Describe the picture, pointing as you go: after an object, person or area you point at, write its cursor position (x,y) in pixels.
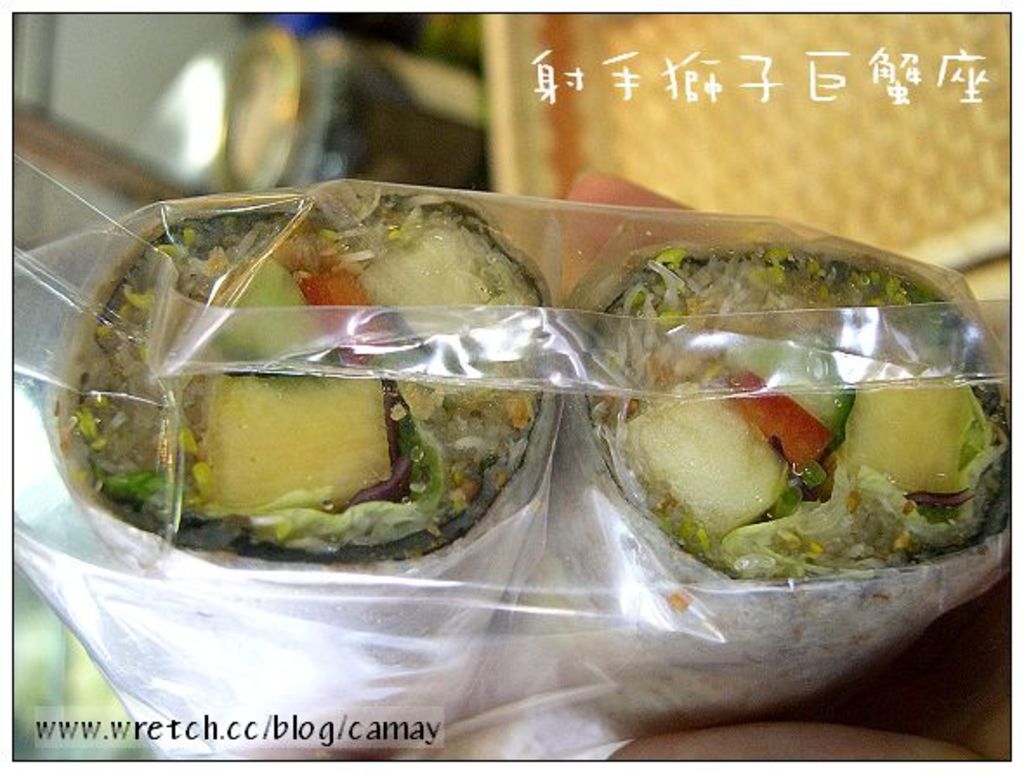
In this image we can see one person hand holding the food packet (373,379), some objects (477,122) in the background (467,93), some text (538,97) on the top right side of the image (729,55), some text (229,738) on the bottom left side of the image (207,734) and the background (58,650) is blurred.
